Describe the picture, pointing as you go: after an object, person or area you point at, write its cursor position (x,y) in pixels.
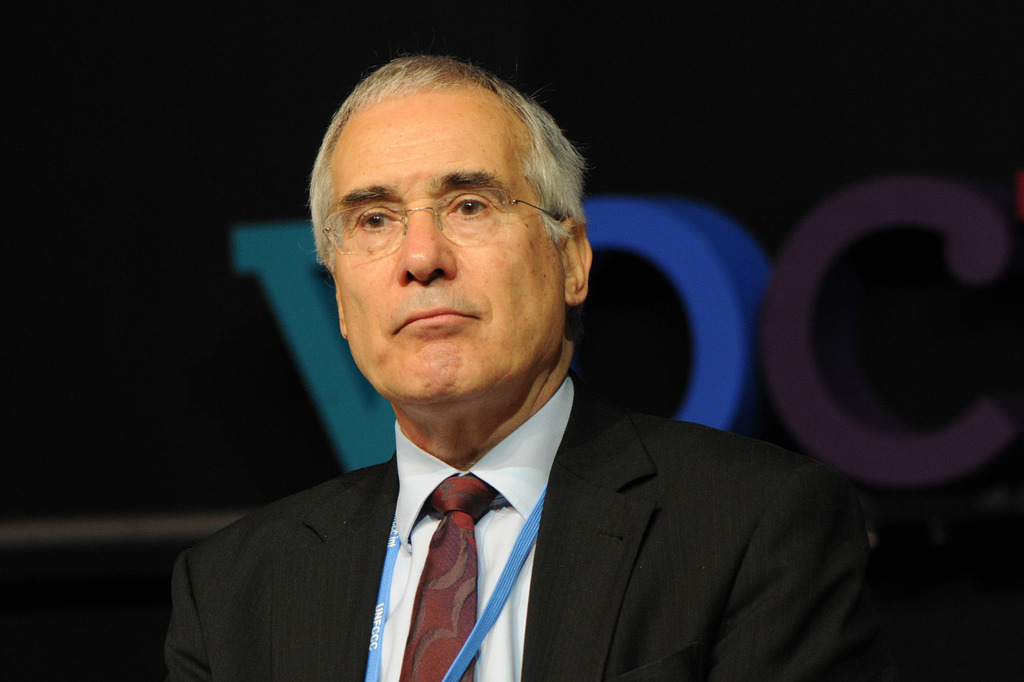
In this picture we can see an old man (561,164) with spectacles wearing a black coat (172,659) and looking at someone. We can see some colored text (867,224) on the black background (849,219).
